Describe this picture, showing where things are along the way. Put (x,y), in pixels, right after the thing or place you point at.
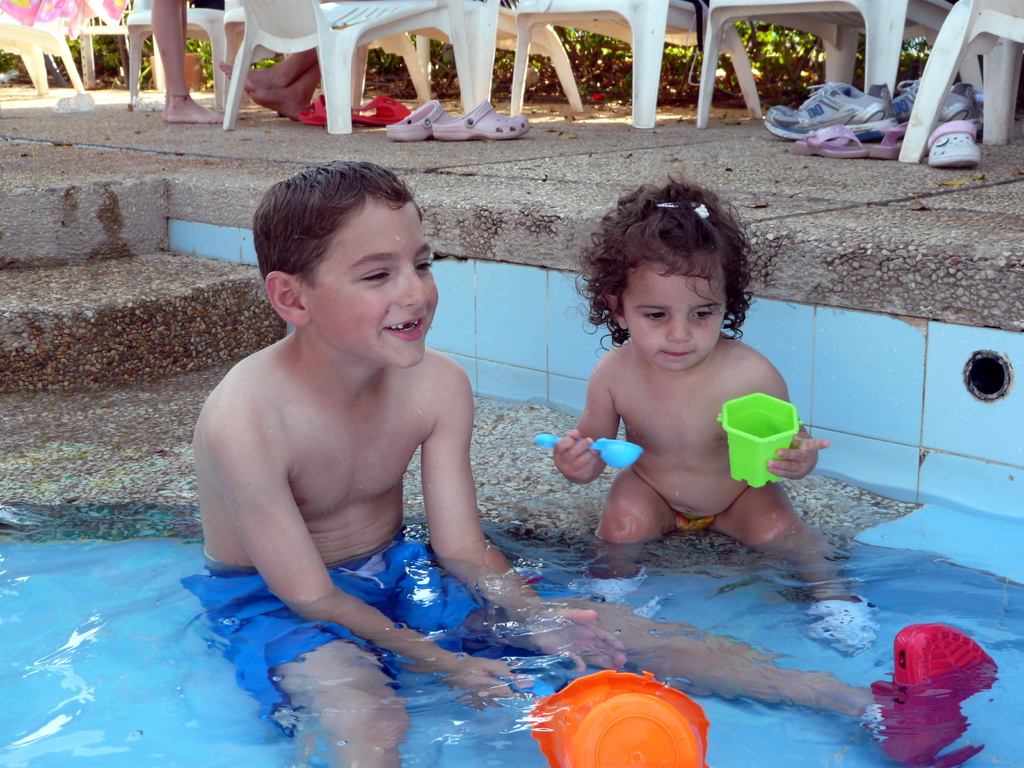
In the image we can see two kids (724,526) are sitting in a swimming pool (851,370) and holding cups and spoons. Top of the image (995,110) there are some chairs (1008,113) and footwear (974,99) and grass (113,49).
